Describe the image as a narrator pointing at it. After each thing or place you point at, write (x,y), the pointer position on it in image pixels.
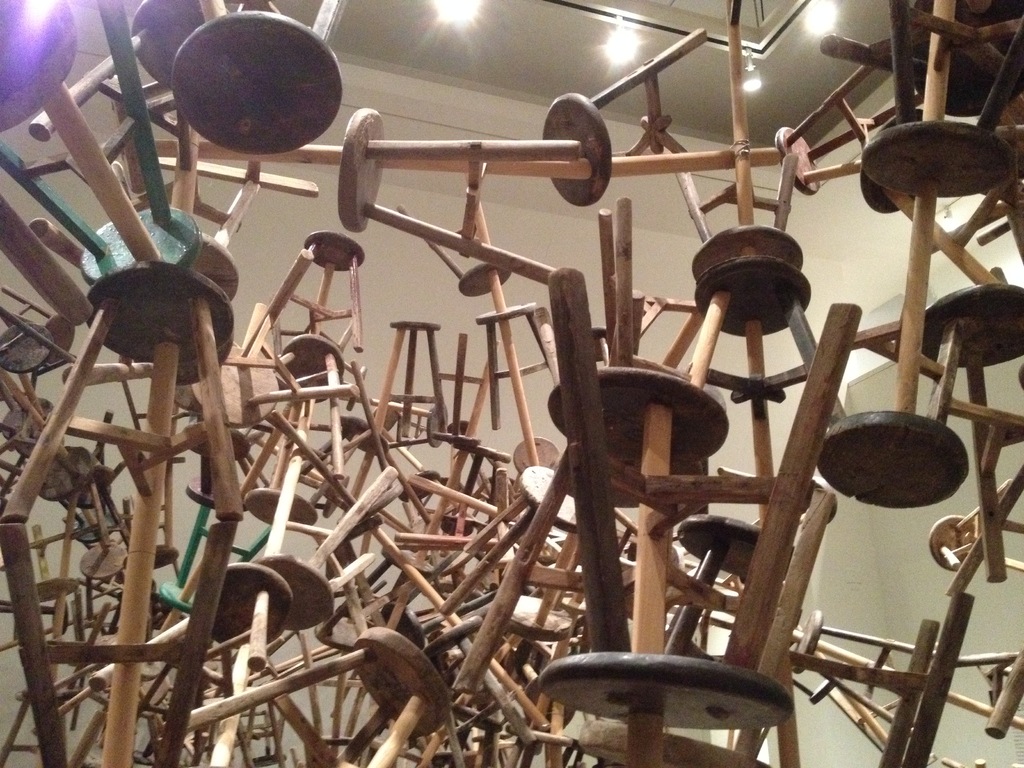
In this image we can see wooden stools (385,417). In the background of the image (536,208) there is wall (300,199). At the top of the image (805,69) there is ceiling (555,67) with lights (749,49).
